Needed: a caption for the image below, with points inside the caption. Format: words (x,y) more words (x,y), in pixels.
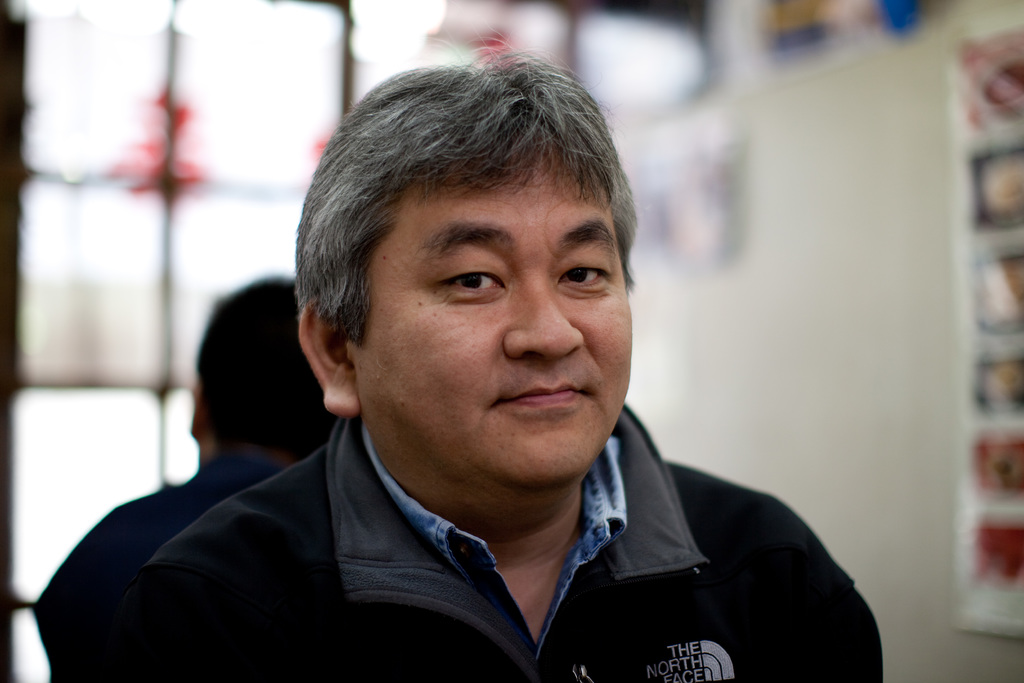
In the center of the image (628,260) there is a person (694,482) wearing a jacket (697,531). In the background of the image (104,162) there is a glass wall (84,244). To the right side of the image (820,175) there is a wall (901,157) and there are poster (982,302) on it. There is another person (114,525) in the left (81,545) background of the image (255,336).
